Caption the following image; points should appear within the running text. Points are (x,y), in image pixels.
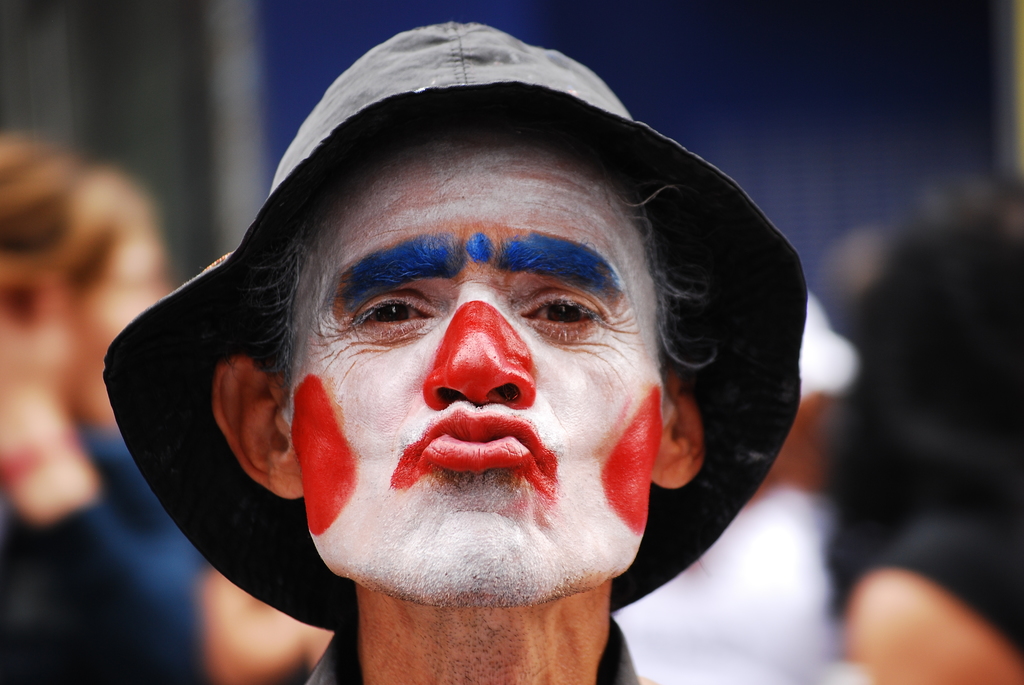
In the foreground of the image (166,368) there is a person (687,346) wearing a cap (434,65). In the background of the image (826,349) there are people (54,192).
